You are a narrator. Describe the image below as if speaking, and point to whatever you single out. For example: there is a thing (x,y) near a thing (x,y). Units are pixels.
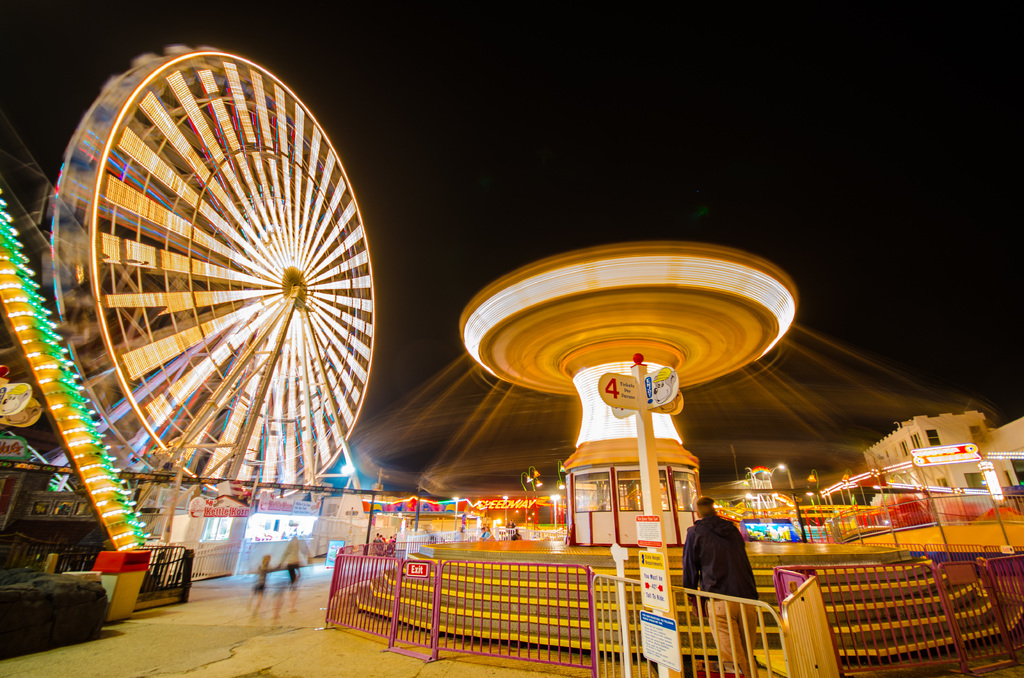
In the image we can see exhibition (774,278). At the bottom of the image (498,573) there is fencing (588,610). Behind the fencing (750,603) a person (699,544) is standing. In the middle of the image (628,389) there is a pole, on the pole (644,369) there are some sign boards (667,376).
